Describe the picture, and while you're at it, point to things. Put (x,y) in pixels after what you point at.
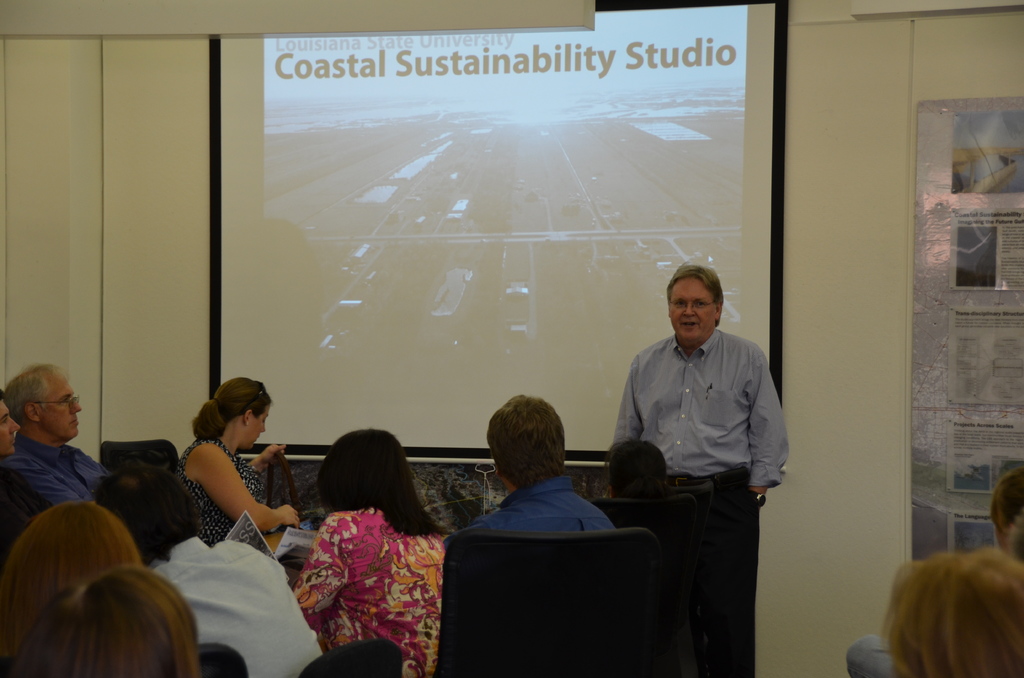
This is the picture of a room (739,510). In this image there are group of people (329,457) sitting and there is a person (751,354) standing. At the back (721,269) there is a screen (310,390) and there is a text (458,50) on the screen (782,204). On the right side of the image (1020,120) there are posters (990,158). At the back (866,168) there is a wall (882,383).
